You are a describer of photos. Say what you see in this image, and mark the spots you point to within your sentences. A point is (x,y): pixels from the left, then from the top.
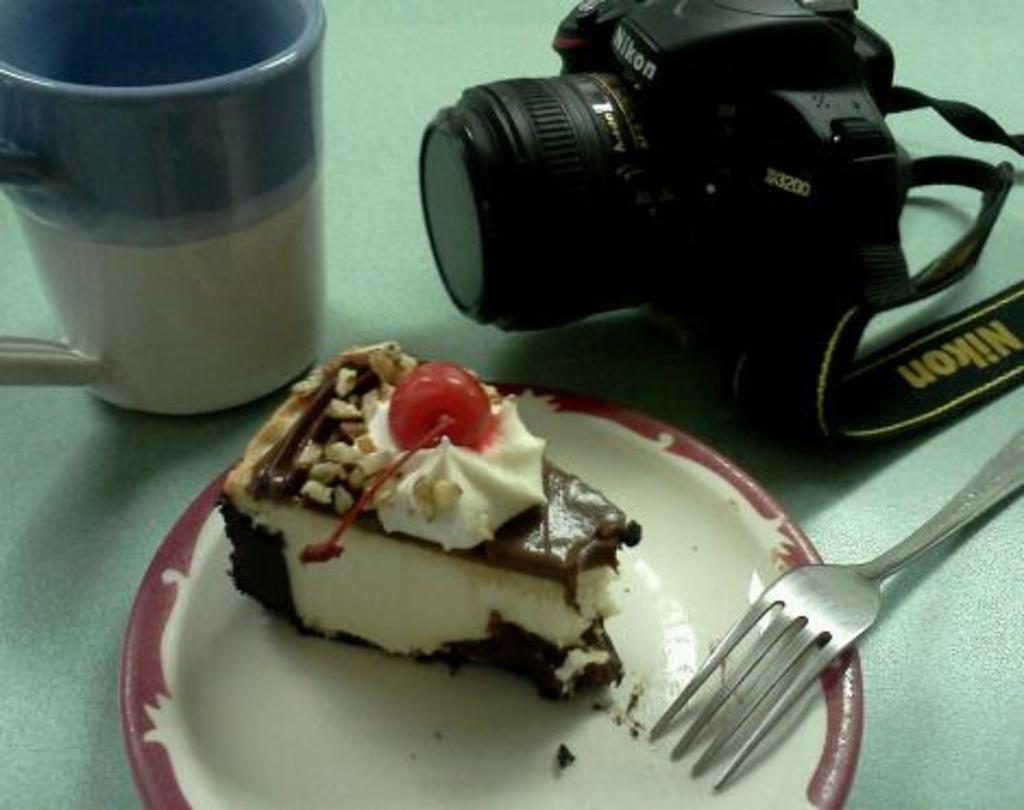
In the picture we can see pastry (328,541) which is in plate (423,722), there is fork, coffee cup (228,275), camera (803,316) which are on the green color surface (89,808).
